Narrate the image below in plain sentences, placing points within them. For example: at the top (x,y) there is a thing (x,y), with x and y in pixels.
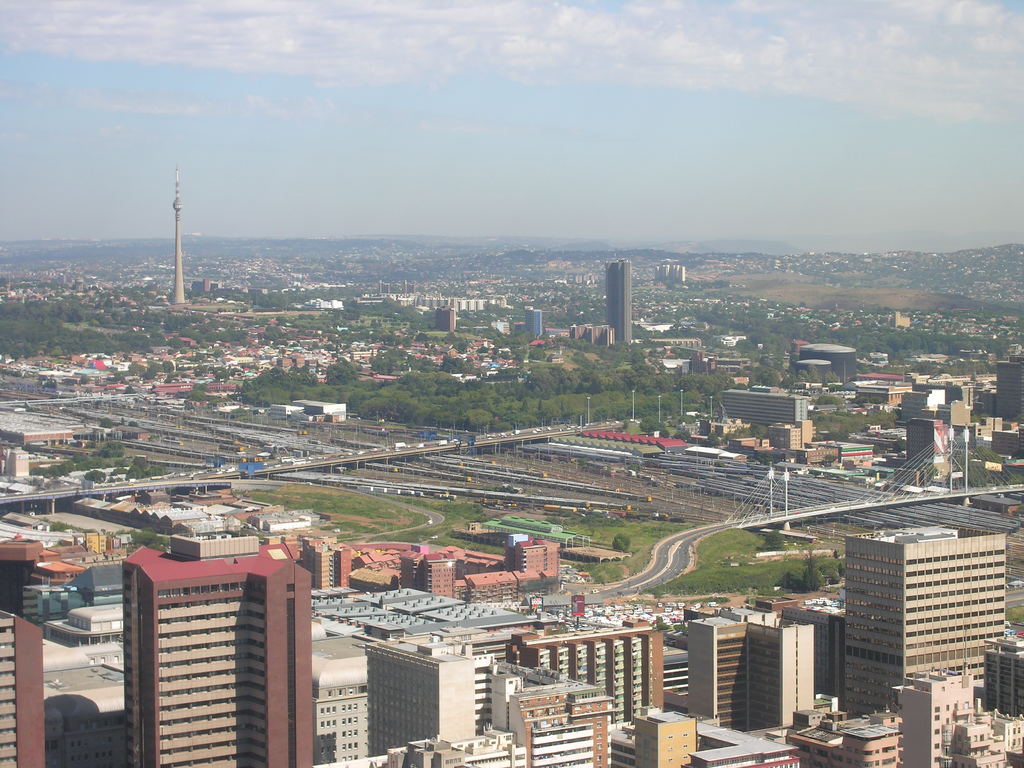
This picture is clicked in the city (523,486). At the bottom of the picture (556,640), we see buildings (598,682). In the middle of the picture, we see the road (492,436) and bridges (475,437). We even see vehicles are moving on the road (381,448). There are trees (199,321), towers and buildings (425,356) in the background (300,246). At the top (332,82), we see the sky (536,111) and the clouds (495,51).
